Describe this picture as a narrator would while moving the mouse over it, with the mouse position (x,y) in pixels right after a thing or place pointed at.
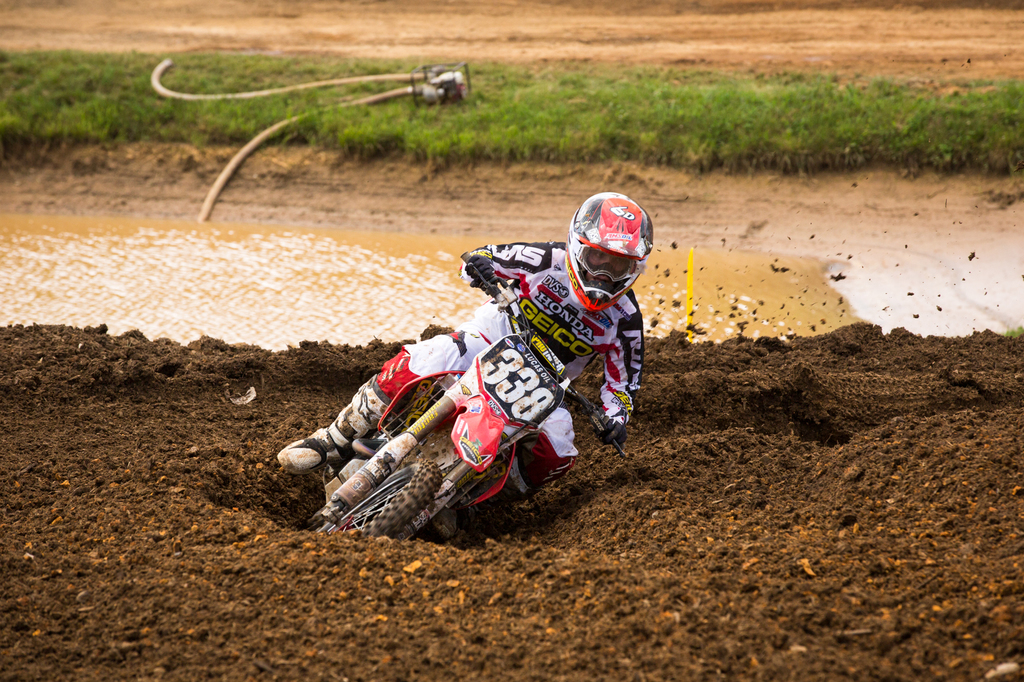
In this image I can see a person (445,358) wearing white, red and black colored dress (471,338) and white, red and black colored helmet (611,230) is riding a motor bike (538,402) which is white, black and red in color on the mud (310,562) which is brown in color. In the background (272,278) I can see some grass (343,99), the water (271,316), few pipes (248,146) and a motor (444,89).
